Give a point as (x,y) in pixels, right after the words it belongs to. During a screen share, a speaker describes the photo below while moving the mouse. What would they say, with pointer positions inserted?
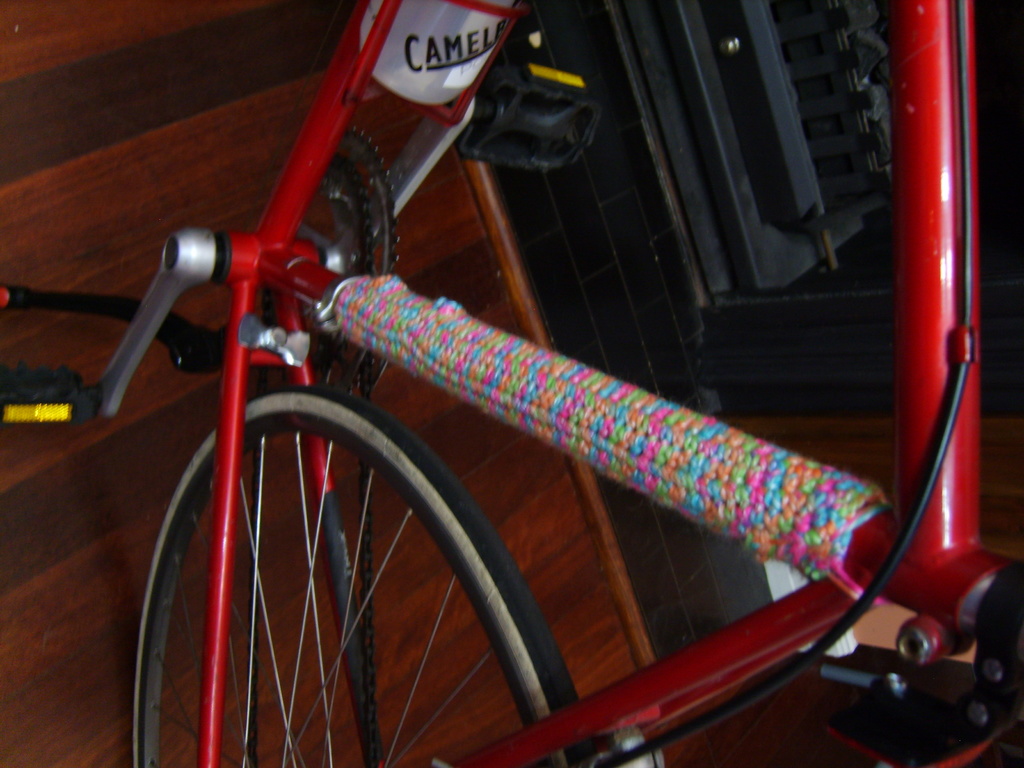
This is a zoomed in picture. In the foreground (288,342) we can see a red color bicycle (639,430). In the background (450,185) there is a wooden object (462,208) and we can see there are some other objects (812,369) in the background (714,298).
